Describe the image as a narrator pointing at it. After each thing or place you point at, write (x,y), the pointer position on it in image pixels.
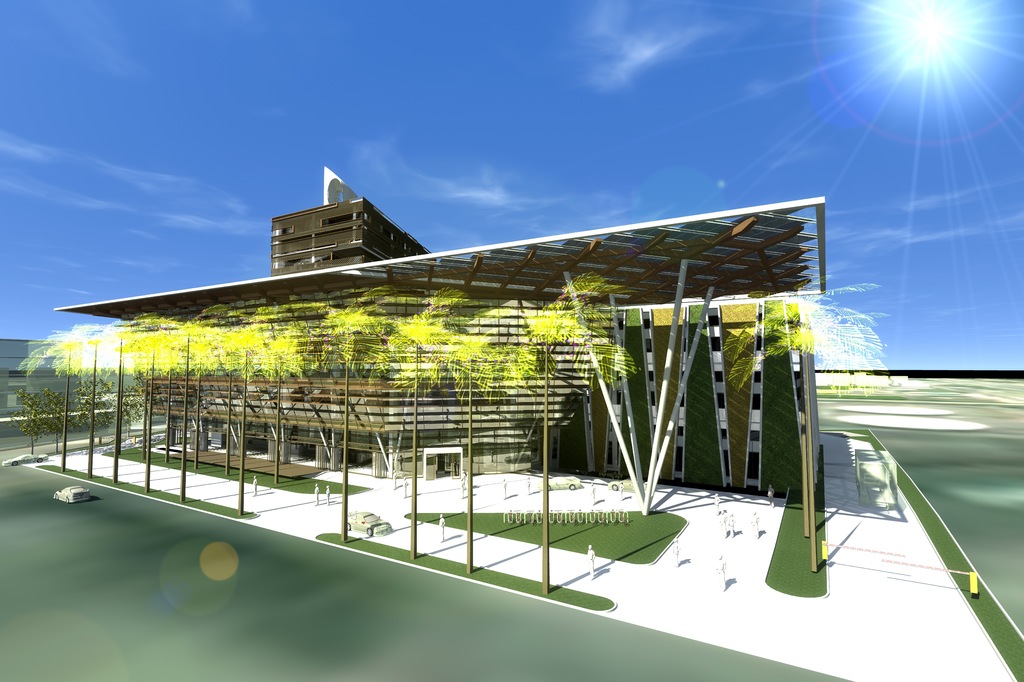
This image is a rendering. In this image we can see building (314,417), person (466,477) and trees (415,446). In the background (547,118) we can see sky (547,118) and clouds (687,33). At the bottom of the image (71,491) there are cars (82,496) on the road (99,546).
